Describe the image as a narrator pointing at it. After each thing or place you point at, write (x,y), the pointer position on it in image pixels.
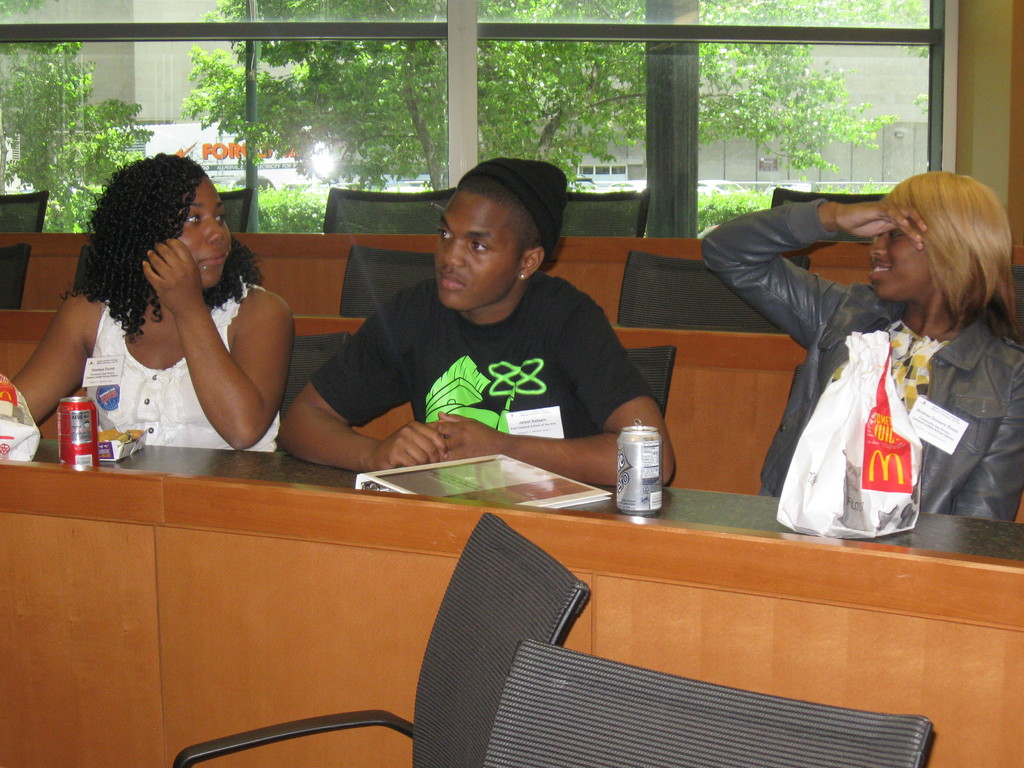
In this picture there are three people (223,416) sitting and one of them is smiling and in the backdrop (770,181) there are trees (361,116) and is a window (438,81).
